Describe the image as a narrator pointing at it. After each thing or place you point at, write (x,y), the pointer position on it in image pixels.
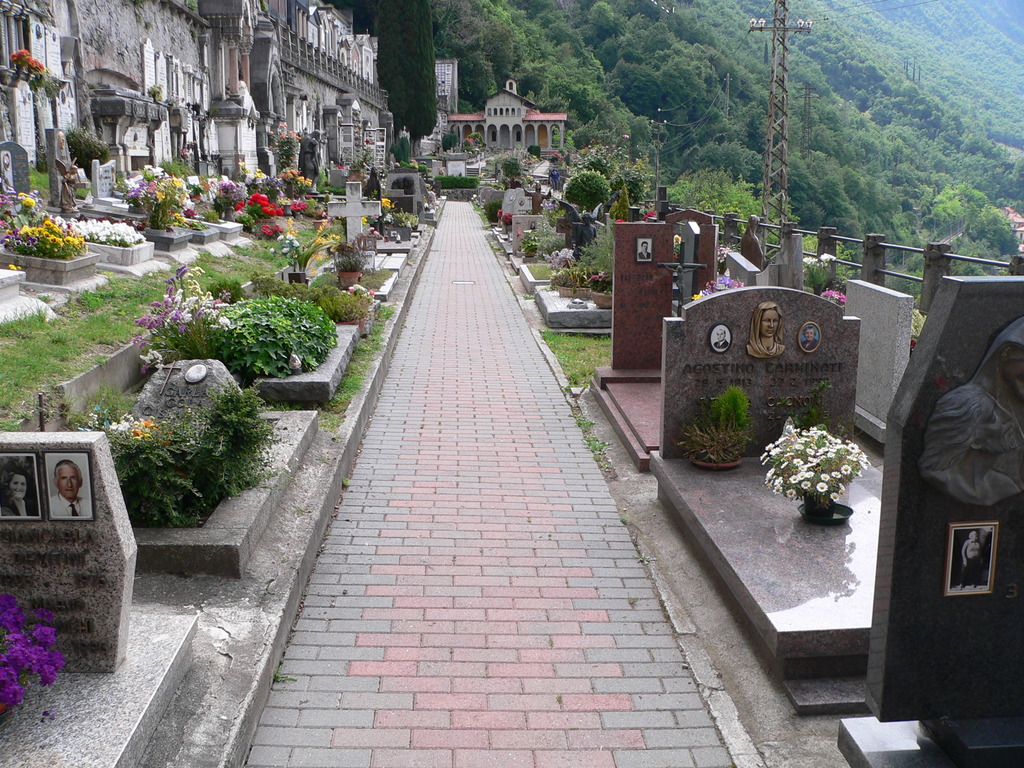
This image is clicked in the graveyard (166,257). On the left (321,31), there are buildings (211,55). On the right (853,106), there are mountains (743,86) covered with trees (730,126) and plants (953,125). And we can see an electric pole (785,76). At the bottom (430,633), there is a path (393,409).
